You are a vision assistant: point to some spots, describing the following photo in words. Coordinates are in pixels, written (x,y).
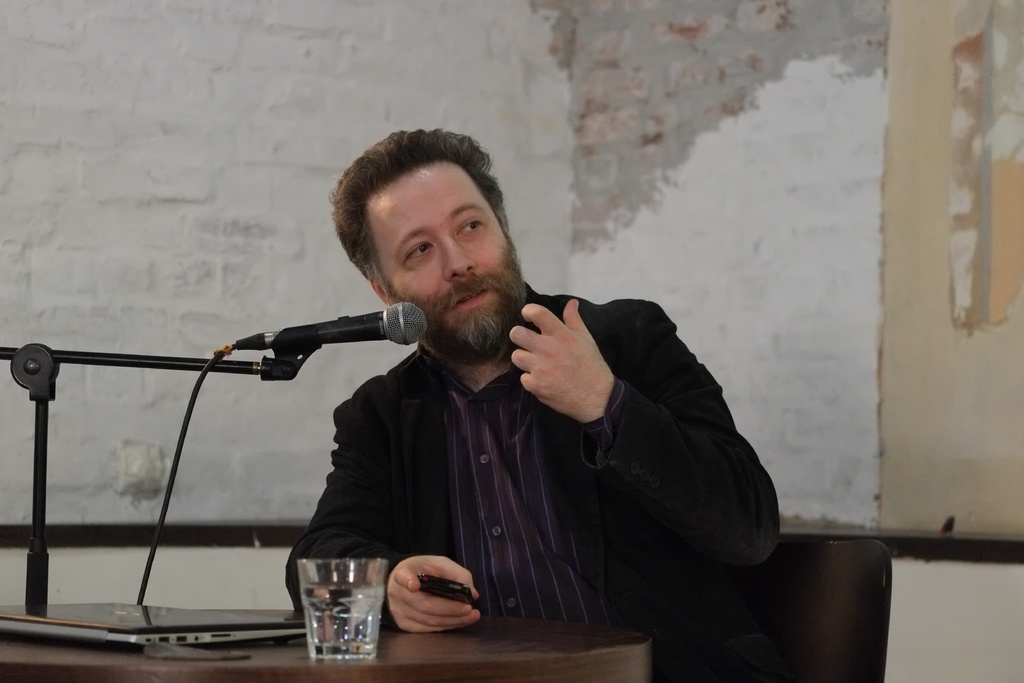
In this image in the front (353,638) there is a table (455,674) and on the table (505,670) there is a glass (352,622), laptop (156,621) and mic (357,338). In the center (563,433) there is a person (529,445) and in the background (600,176) there is a wall (695,180) which seems to be like half painted.
